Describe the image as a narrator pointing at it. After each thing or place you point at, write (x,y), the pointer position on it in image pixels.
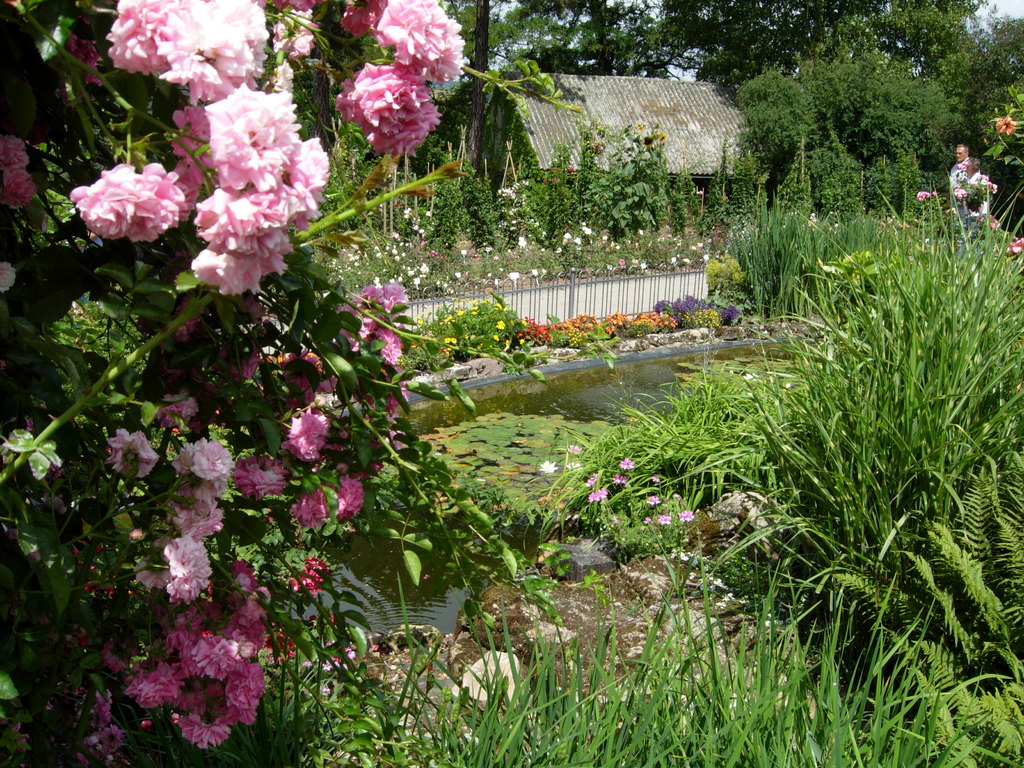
In this image we can see some plants (205,305) to which some flowers (279,91) are grown which are pink in color, there are some plants (490,489) and water (433,404) and in the background of the image (950,71) there are some trees (469,155), house (687,110) and clear sky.
